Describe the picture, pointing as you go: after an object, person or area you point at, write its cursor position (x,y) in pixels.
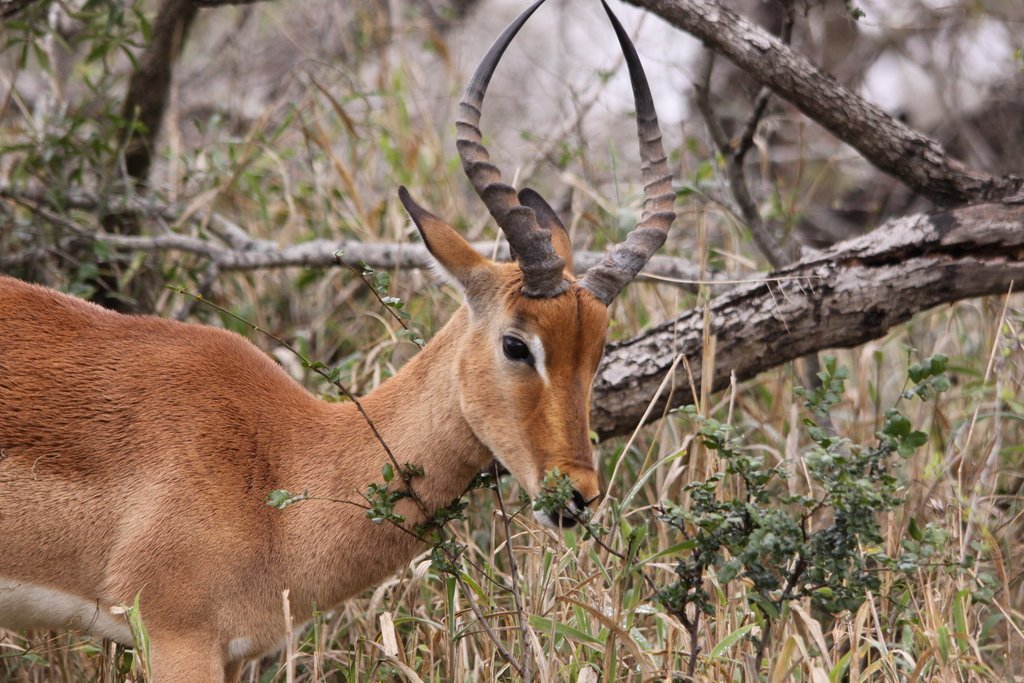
In this image, we can see an animal (488,196) and in the background (616,307), there are branches of trees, plants (809,511) and there is grass (802,487).
